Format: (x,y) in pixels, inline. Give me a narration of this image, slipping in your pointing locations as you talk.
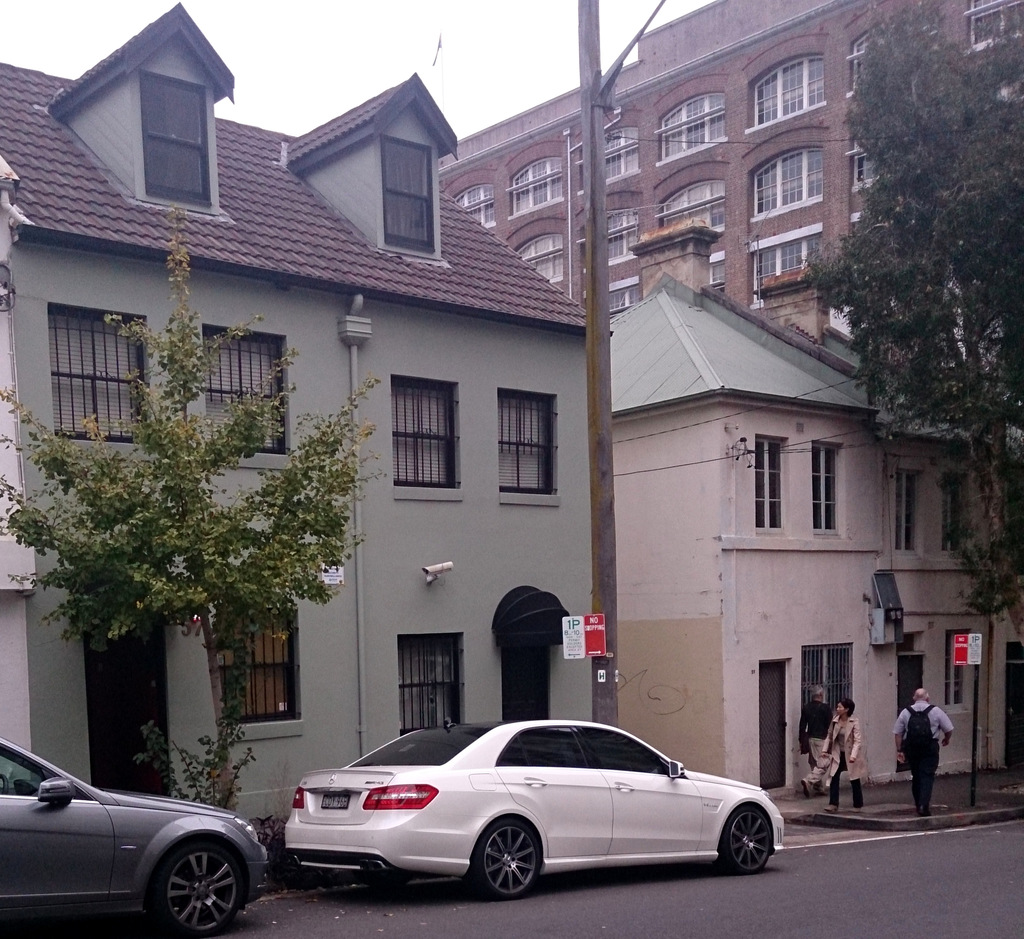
In this image I can see two vehicles (598,833), they are in gray and white color on the road (862,834). I can also see three persons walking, background (752,754) I can see trees (979,393) in green color, few buildings (398,591) in gray, brown and cream color and the sky (466,42) is in white color.
